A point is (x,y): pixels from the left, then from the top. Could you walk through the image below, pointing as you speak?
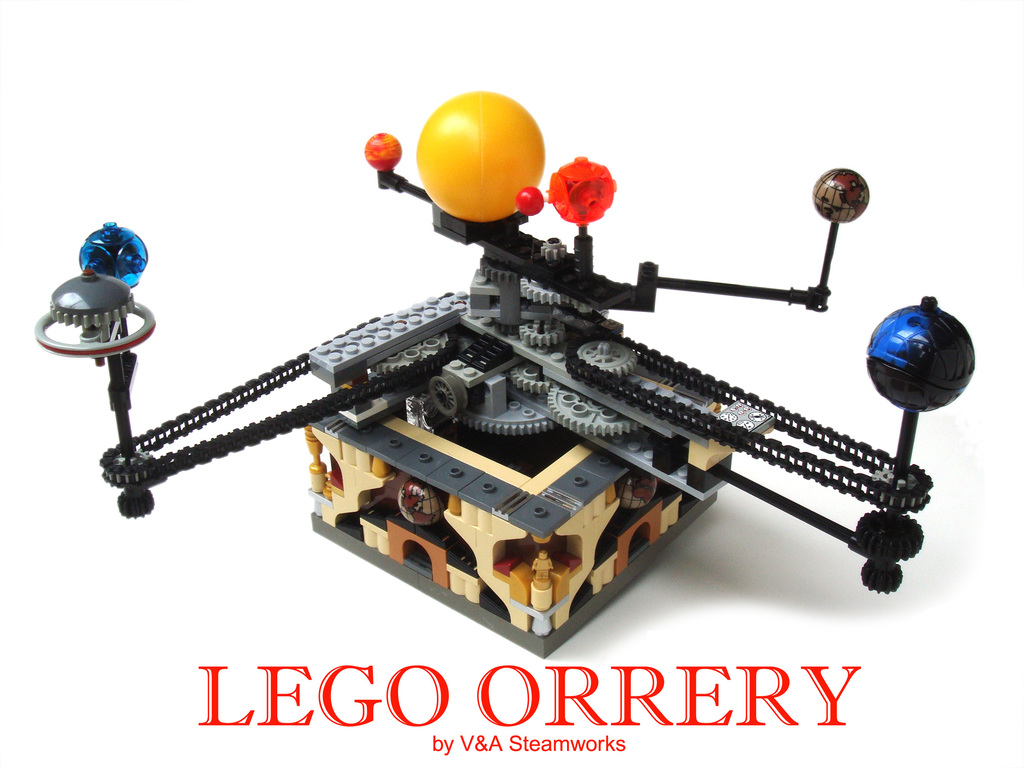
This picture contains a solar system rotating model (535,414). At the bottom of the picture (758,707), it is written as "LEGO ORRERY". In the background (150,193), it is white in color.
